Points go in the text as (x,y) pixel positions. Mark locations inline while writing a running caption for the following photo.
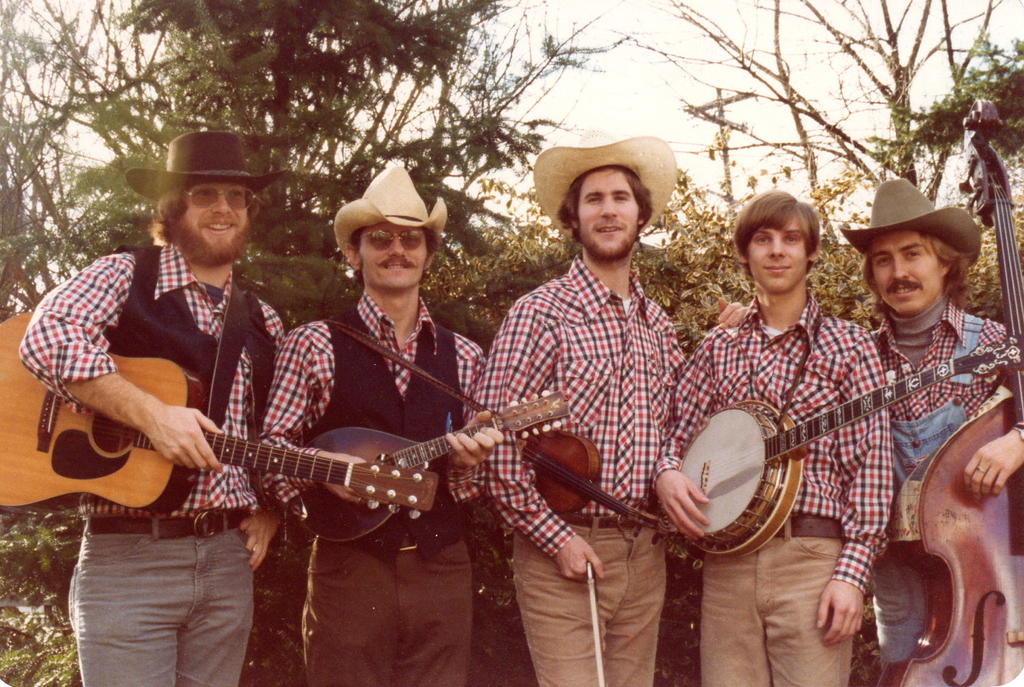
In the image we can see there are people (582,419) who are holding guitar (25,422) in their hand (1002,456).
